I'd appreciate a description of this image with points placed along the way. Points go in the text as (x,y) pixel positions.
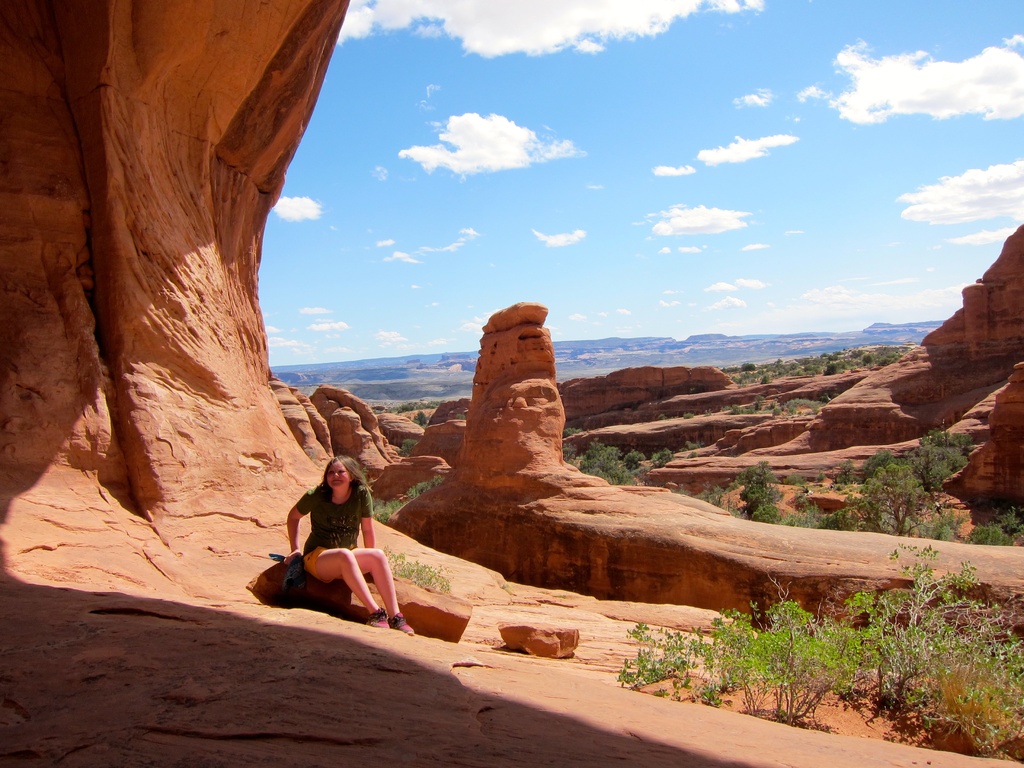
In this picture we can see a girl (294,545) sitting on a rock (408,596), trees (760,645), rocks (675,381), mountains (423,372) and in the background (570,96) we can see the sky (579,223) with clouds (322,323).
